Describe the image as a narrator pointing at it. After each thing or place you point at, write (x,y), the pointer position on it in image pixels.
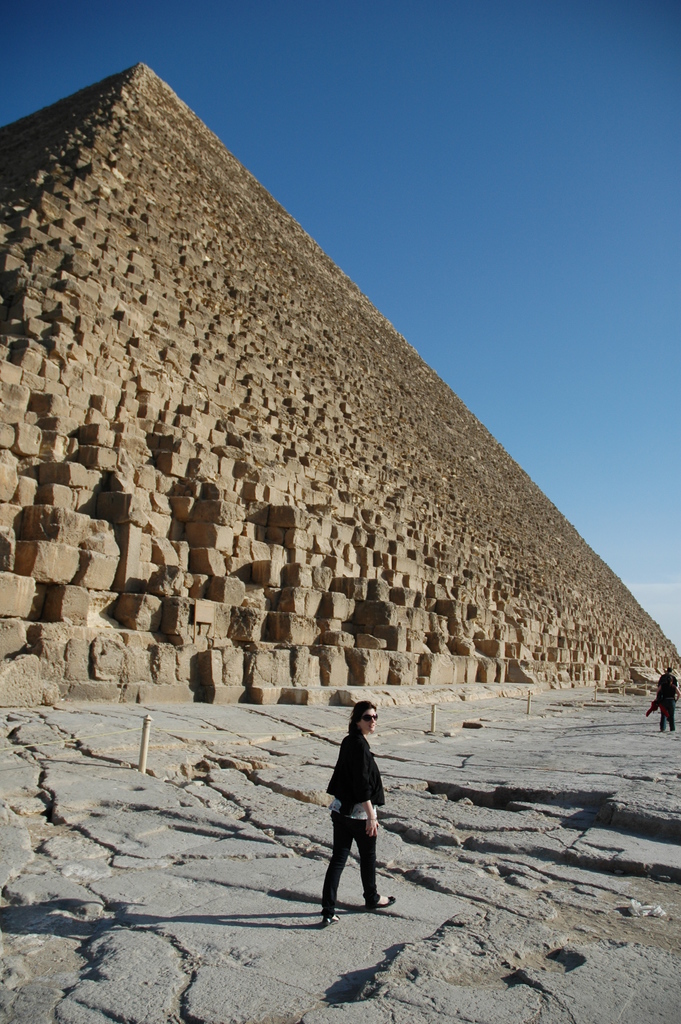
In this picture there is a pyramid (249,546) towards the left (103,431). Before the pyramid (301,612) there is a woman (371,708) wearing a black jacket (383,794) and black trousers (339,855). Towards the right (667,698), there is another person (667,698). On the top (435,117), there is a sky (435,117).
